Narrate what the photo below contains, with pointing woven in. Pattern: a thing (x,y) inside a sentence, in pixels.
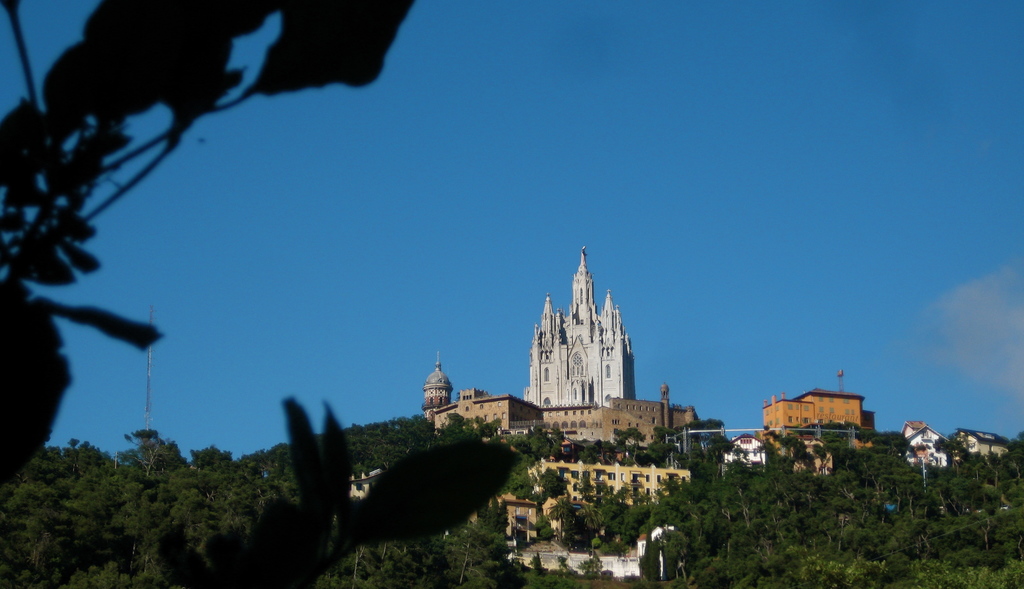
In this image I can see few trees (509,448) in green color. In the background (595,426) I can see few buildings (627,354) in white and brown and the sky (580,223) is in blue color.
